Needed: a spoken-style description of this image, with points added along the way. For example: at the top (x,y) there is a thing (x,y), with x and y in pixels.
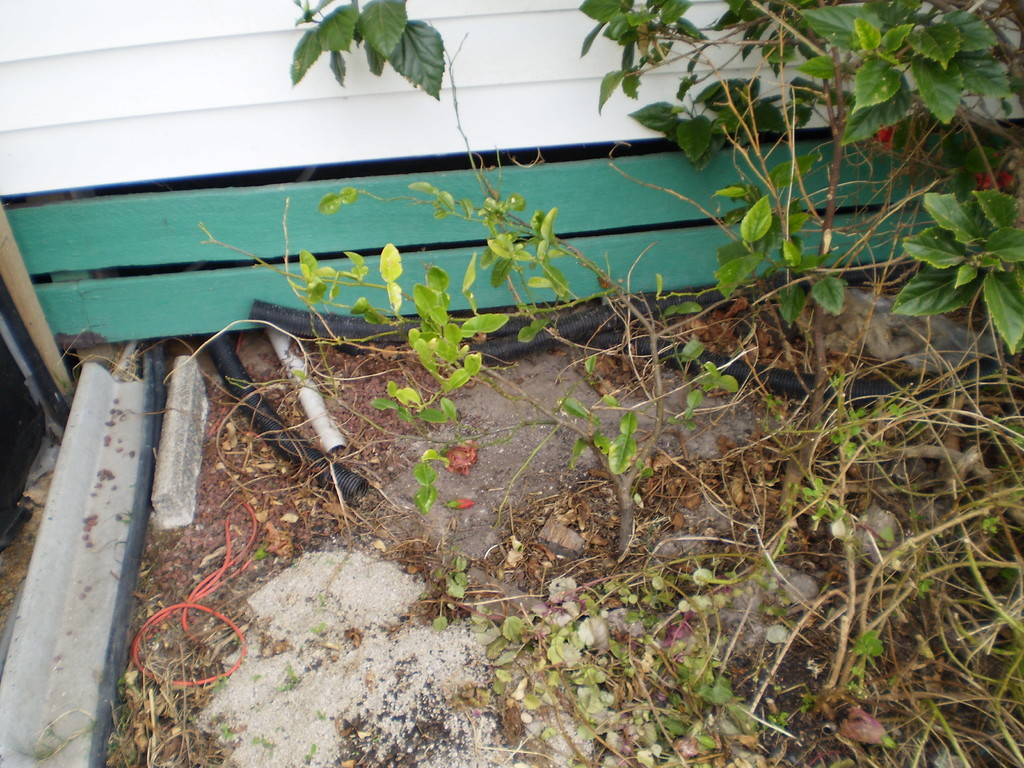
In this picture I can see some plants (784,432), few objects (200,465) are placed on the ground (295,576).
